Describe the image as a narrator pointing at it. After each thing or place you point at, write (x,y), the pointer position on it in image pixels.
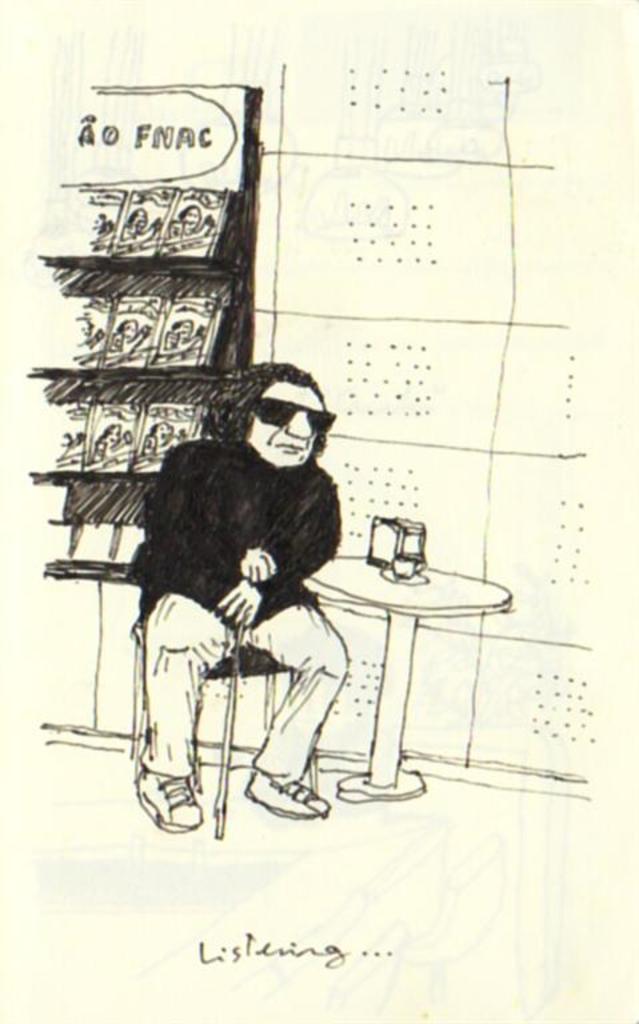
In this image there is a paper (321,338). On the paper (247,561) there is a sketch (231,610) of a person (197,663) sat on the chair (265,663) and holding a stick (230,704) in his hand (253,573), in front of him there is a table (374,585) with some objects (390,551) on it, behind him there are books (112,442) arranged on a rack (155,262).
